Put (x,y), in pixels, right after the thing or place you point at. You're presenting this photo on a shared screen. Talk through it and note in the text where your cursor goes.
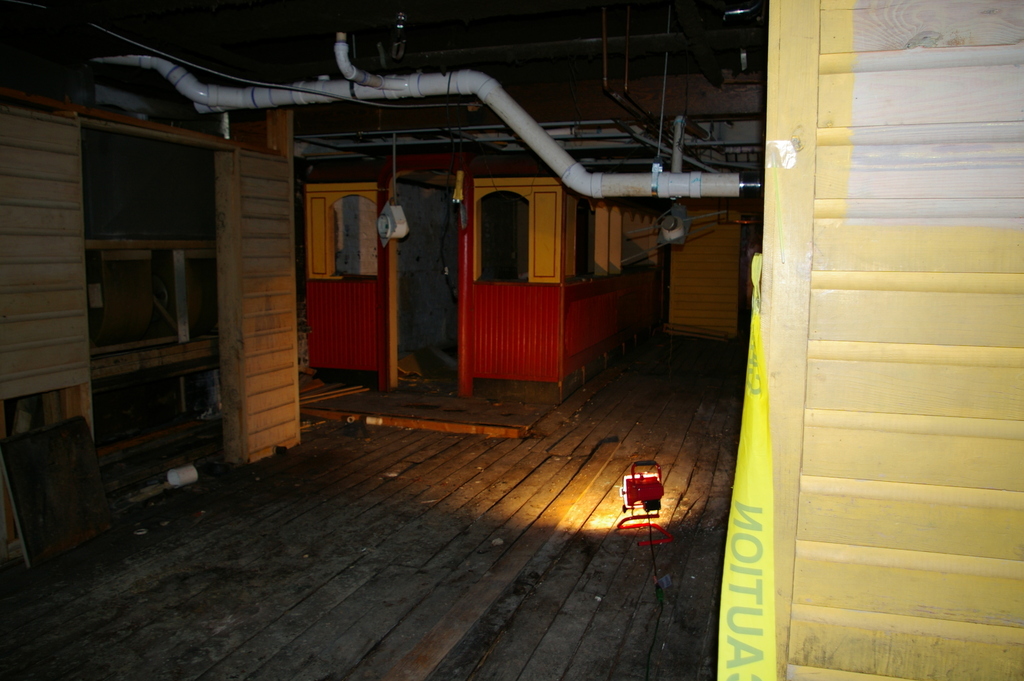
In this picture we can see a light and some objects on the floor (551,542), here we can see wooden objects (599,329) and some objects (621,319).
